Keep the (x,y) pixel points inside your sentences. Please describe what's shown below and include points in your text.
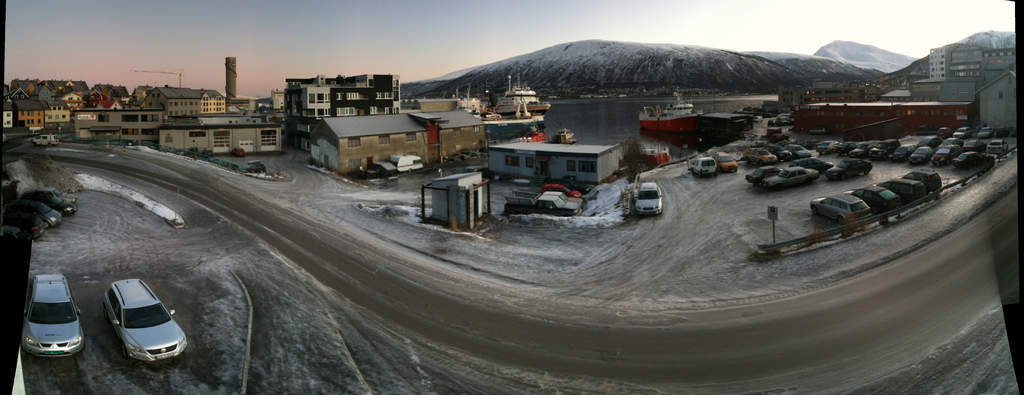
In this image we can see a road (444,338). There are many vehicles (565,210). Also there are many buildings (170,130) with windows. In the back (585,121) there is water (578,120). On the water (586,119) there are boats (514,103). In the background (532,63) there are hills (710,74) and sky (480,15).
